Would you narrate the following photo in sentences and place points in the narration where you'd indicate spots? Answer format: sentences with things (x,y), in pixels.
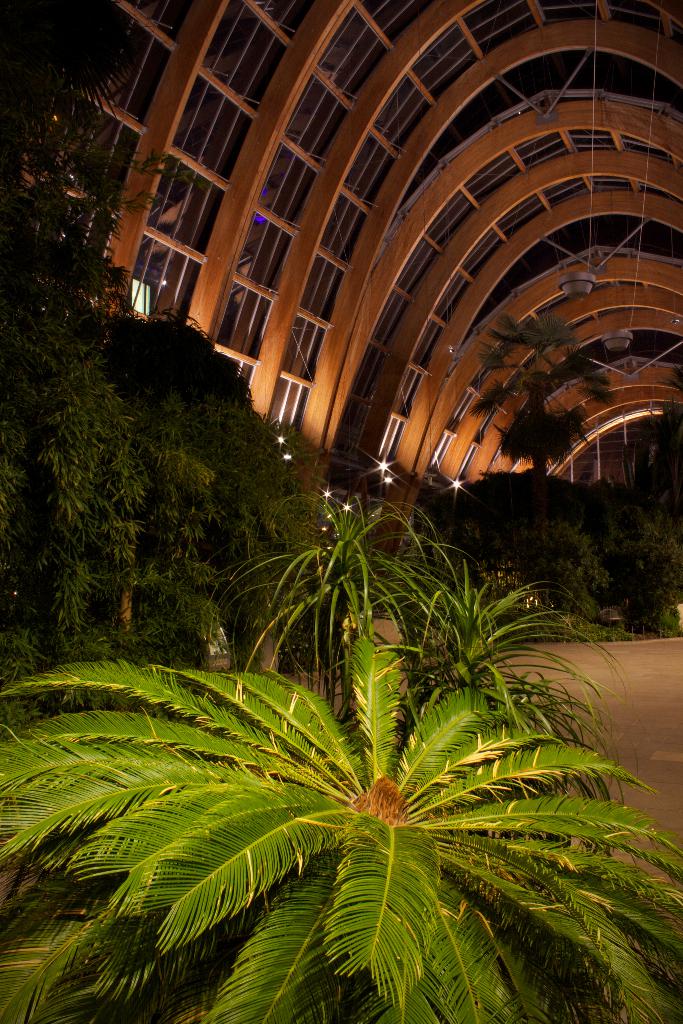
In this picture we can see the ground (625,659), roof (542,93), lights (618,342), plants (290,531) and some objects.
